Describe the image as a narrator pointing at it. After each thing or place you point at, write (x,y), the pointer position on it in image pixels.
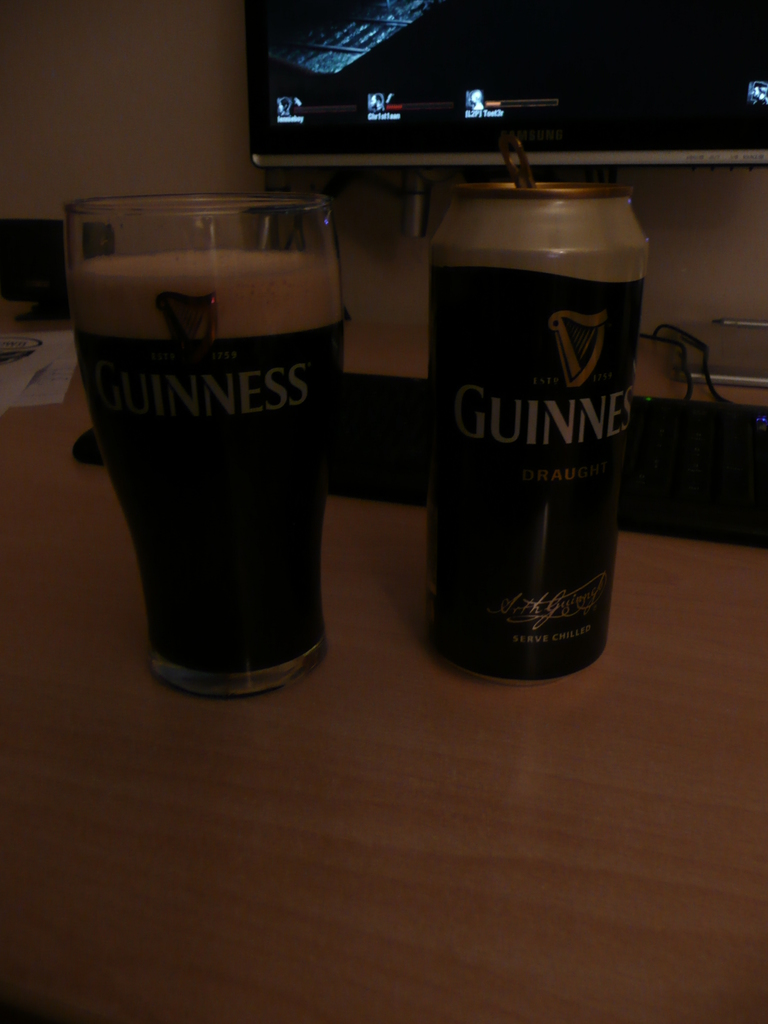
In this picture we can see a table (523,802), there is a glass (268,424) of drink (231,384) and a tin (543,371) present on the table (525,871), in the background (434,90) we can see a wall (92,91) and a monitor (516,102), on the right side (735,350) it looks like a laptop (747,362).
